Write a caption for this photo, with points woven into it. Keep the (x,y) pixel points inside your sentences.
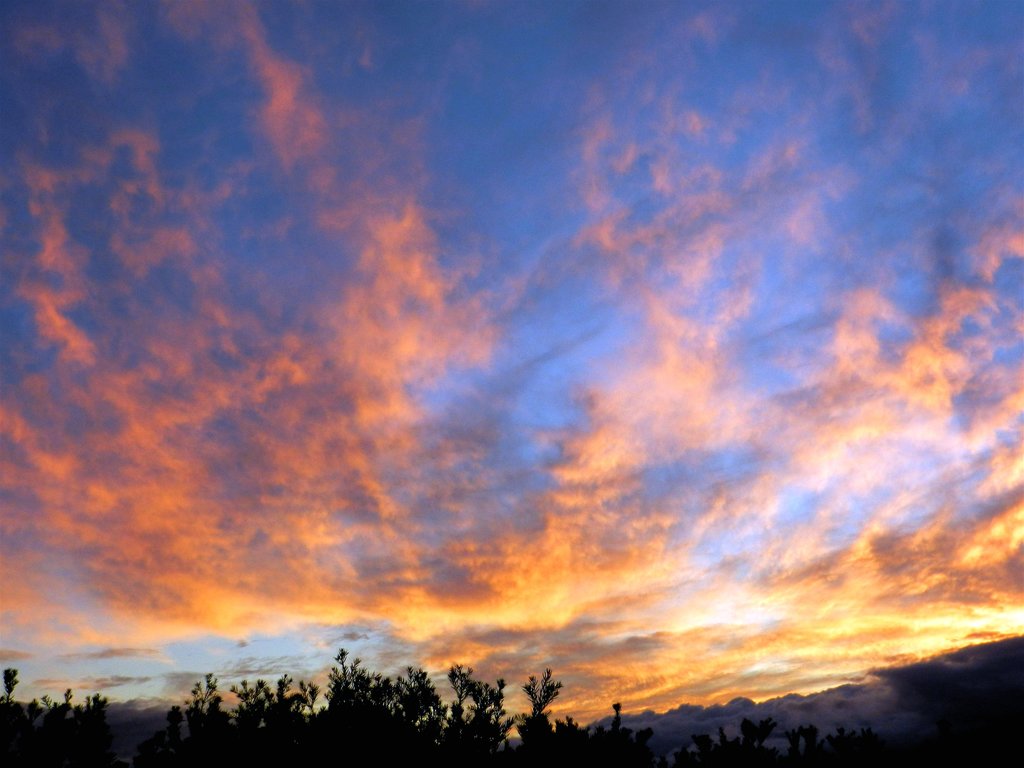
Sky (365,458) is cloudy. Here we can see trees (394,729).
